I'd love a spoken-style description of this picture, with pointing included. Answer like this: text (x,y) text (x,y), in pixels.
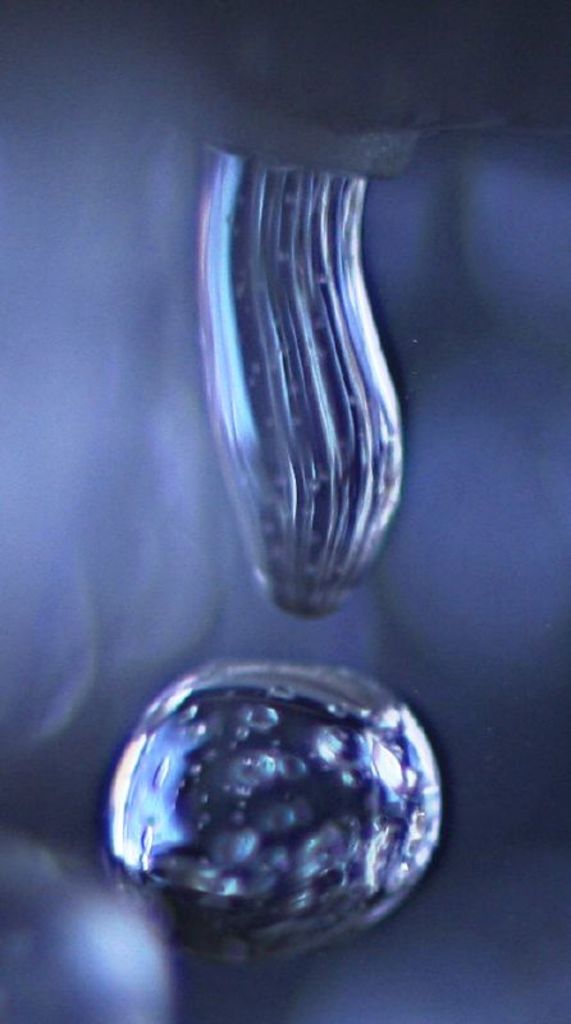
In the image we can see some water drops (248,215).
